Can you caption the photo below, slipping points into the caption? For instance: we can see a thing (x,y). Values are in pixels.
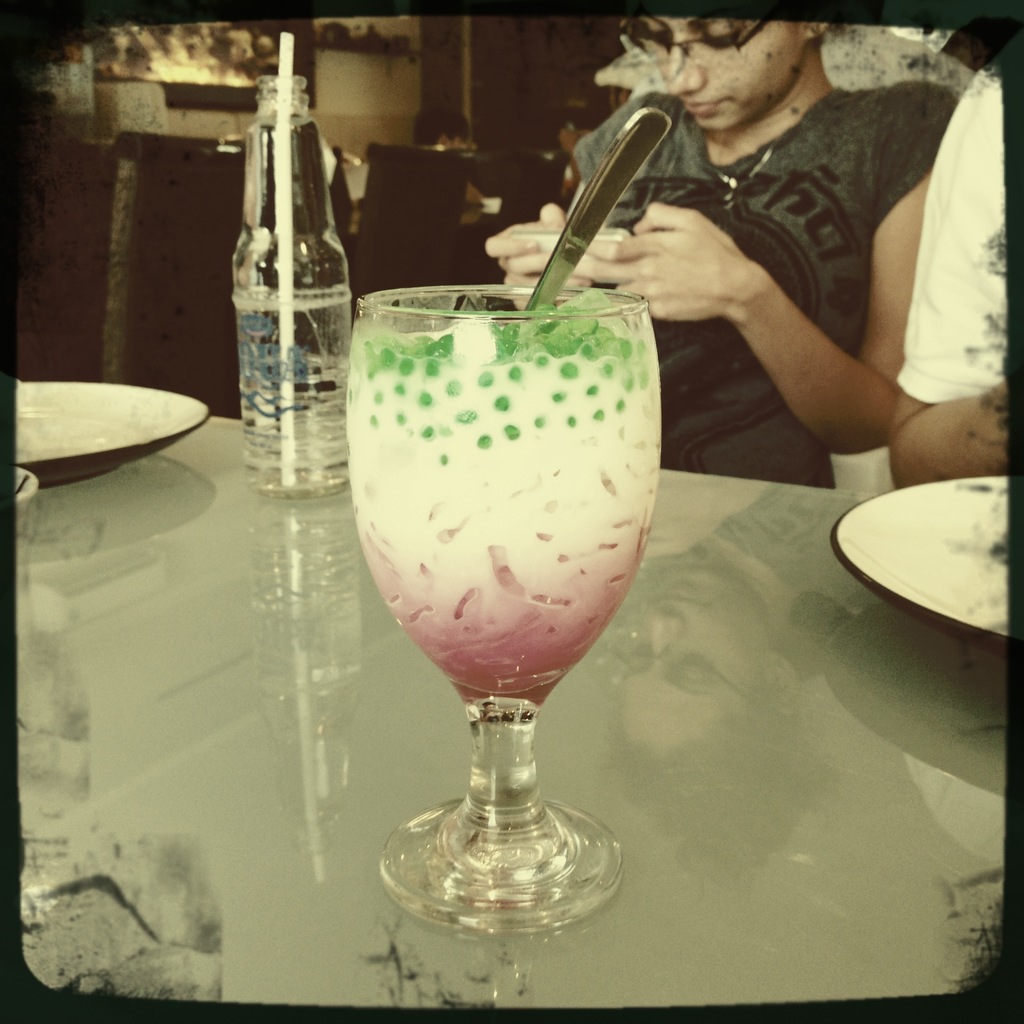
There are plates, water bottle (266,308) and a straw (286,250) in it and a glass (491,570) with full of ice cream (483,507) and spoon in it on the table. In the background (43,228) there is a wall (373,115), tables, chairs (234,202) and 2 persons (730,211) sitting on the chair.
